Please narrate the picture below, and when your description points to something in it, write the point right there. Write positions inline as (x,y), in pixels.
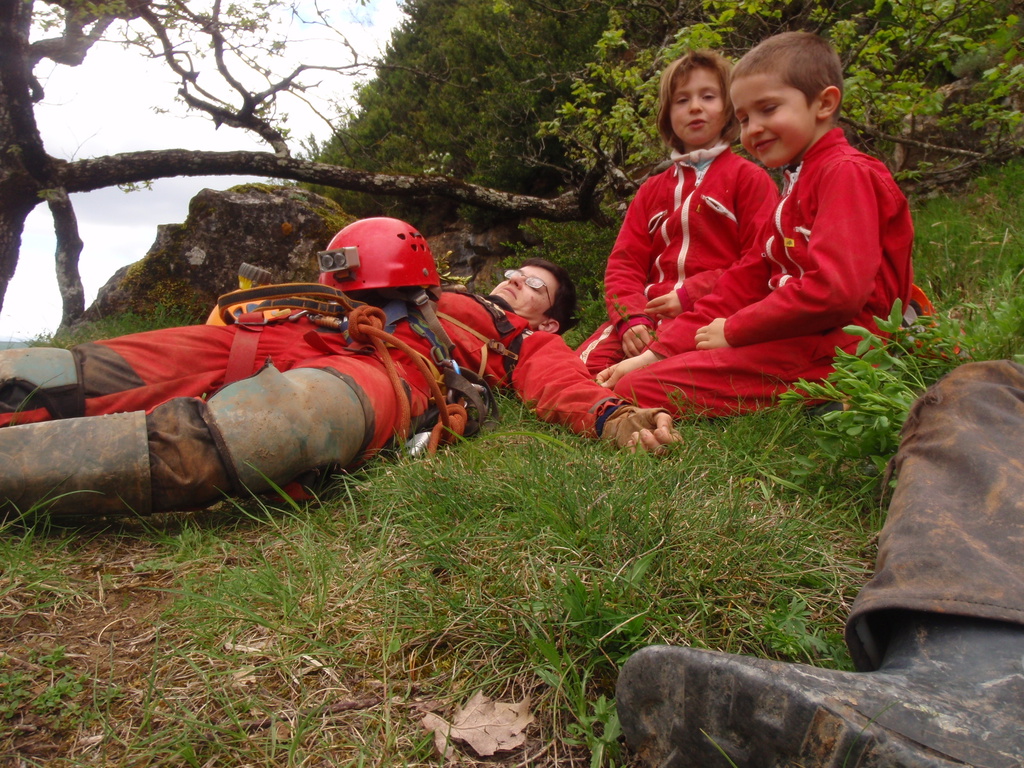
In this image we can see group of persons (478,407). Two children (810,235) are sitting on the ground (761,441). In the center of the image (409,295) we can see a helmet (407,266) with a light (346,267) placed on a person (476,313) lying on the ground (452,467). In the foreground (662,577) we can leg (993,553) of a person (988,566) and grass (727,546). In the background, we can see groups of trees (994,98) and the sky (98,107).
